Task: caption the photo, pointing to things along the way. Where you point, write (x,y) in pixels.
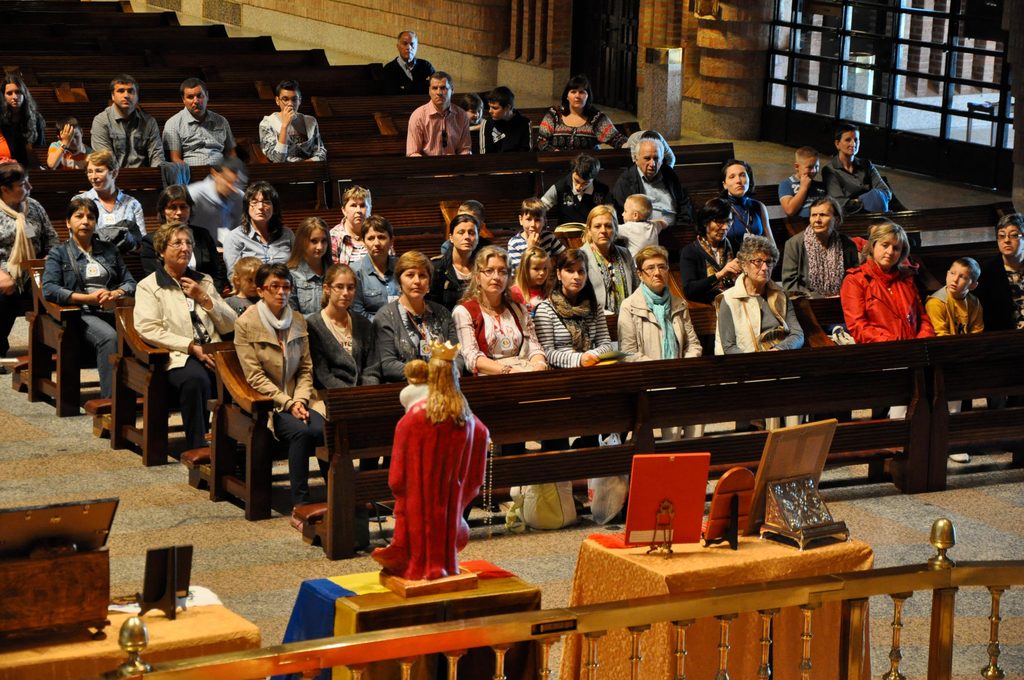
This image consists of many people (261,249) sitting in the bench (131,347). It looks like it is clicked in a church (470,586). At the bottom (558,545), there is a floor (543,541). In the front (580,565), there are tables (69,656), on which there are frames (168,563) kept.
